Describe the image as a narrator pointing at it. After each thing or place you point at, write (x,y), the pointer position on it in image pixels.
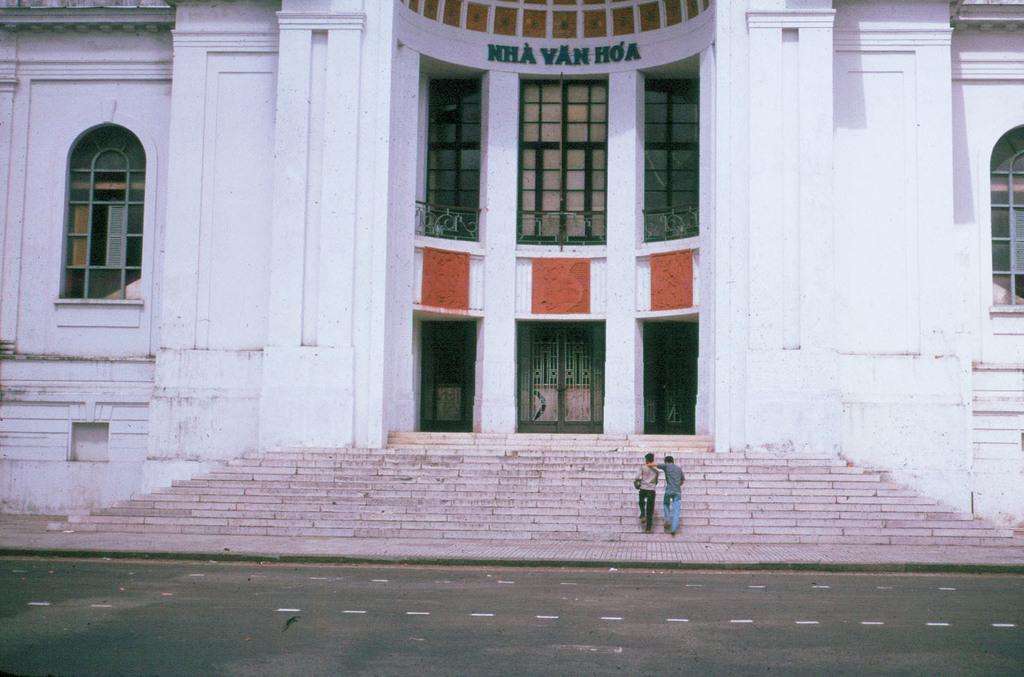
In the picture we can see a huge building (980,482) with windows (478,149) and near it, we can see some steps (564,492) to it and two people (670,476) are walking on it and near it we can see a road (294,606) and white marks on it.
